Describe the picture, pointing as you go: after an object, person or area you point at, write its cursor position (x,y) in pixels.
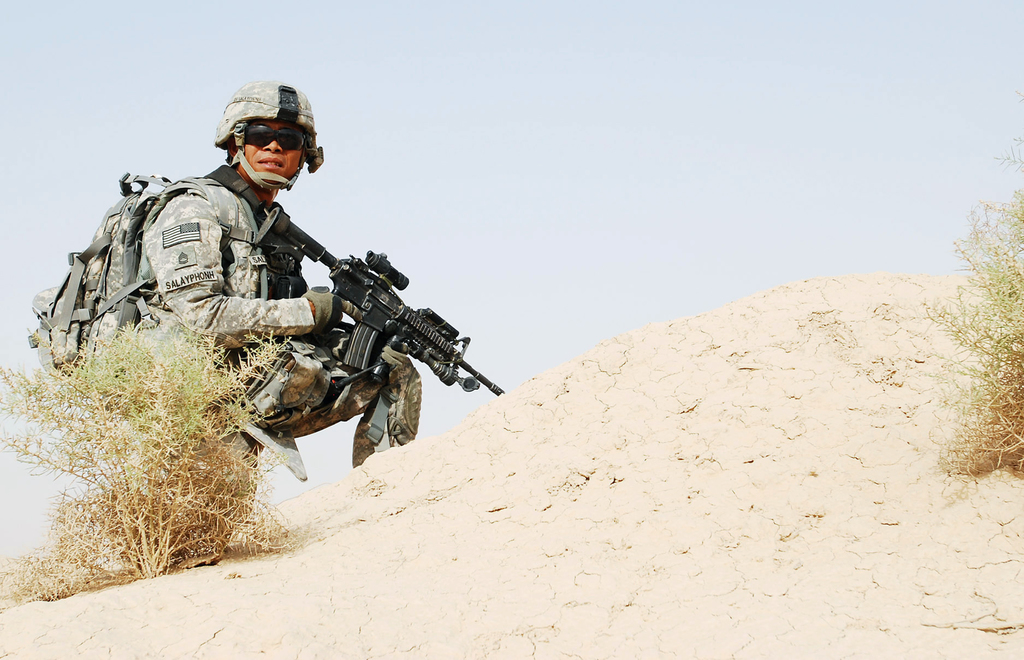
In this image I can see on the left side (280,373) a man (236,298) is crouching, he wore army dress (236,316), bag (120,217) and a cap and he is holding a weapon (383,320) in his hands (336,300), there are plants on either side of this image.
